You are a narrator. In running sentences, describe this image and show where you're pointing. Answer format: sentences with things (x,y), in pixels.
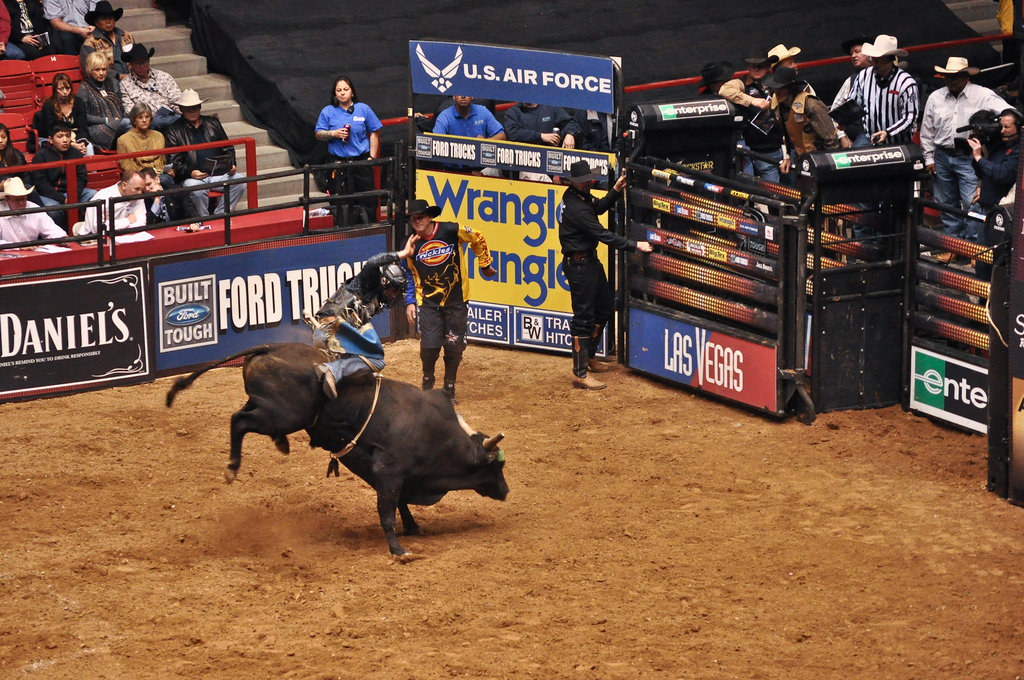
In this picture we can observe a bull (361,420) which is in black color. There are three members (452,347) on the ground (448,605). We can observe some people (164,168) sitting behind the railing (358,167). There are some people (895,104) standing on the right side (868,113) wearing white color hats (877,53) on their heads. There is a black color cloth (353,35) in the background (460,20).
